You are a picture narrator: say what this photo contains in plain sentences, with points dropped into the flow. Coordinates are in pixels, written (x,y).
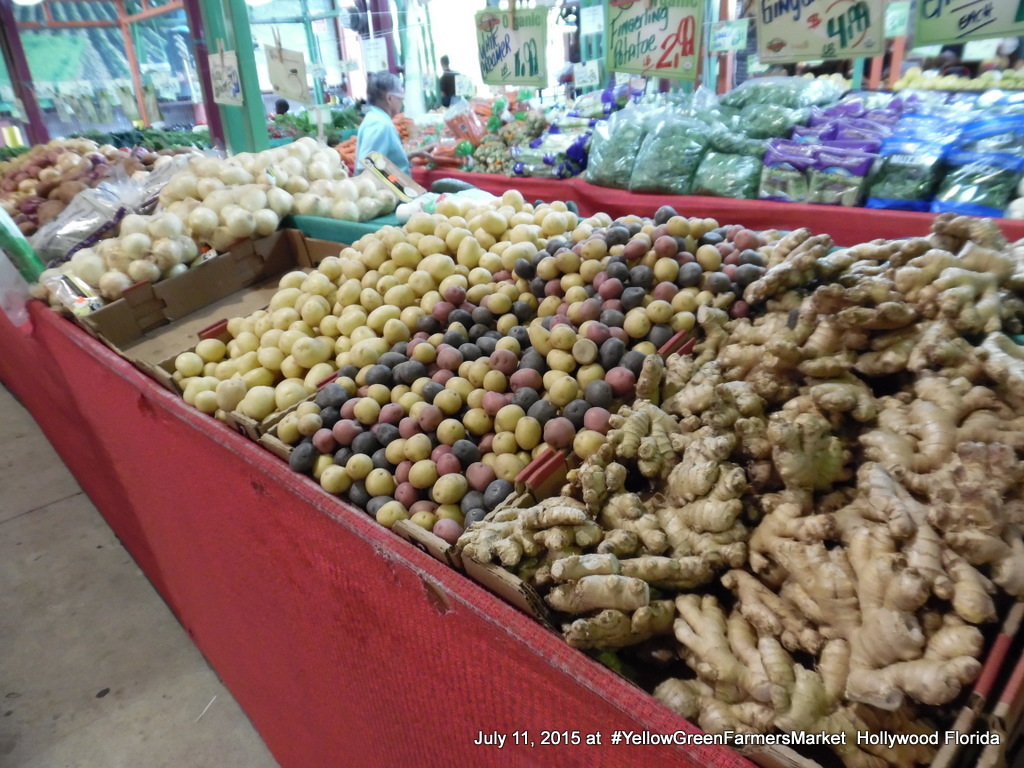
This picture might be taken inside a vegetable market (603,296). In this image, on the right side (722,753), we can see a table (912,381), on that table (939,350) there are some boxes (494,336), in the box (643,313), we can see some vegetables (908,516). In the middle of the image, we can see a person (387,117) standing in the middle of the vegetable market (516,207). On the left side (262,48), we can see some glass doors (434,62), few people (451,84). In the background (462,79), we can also see some boards (953,35).
